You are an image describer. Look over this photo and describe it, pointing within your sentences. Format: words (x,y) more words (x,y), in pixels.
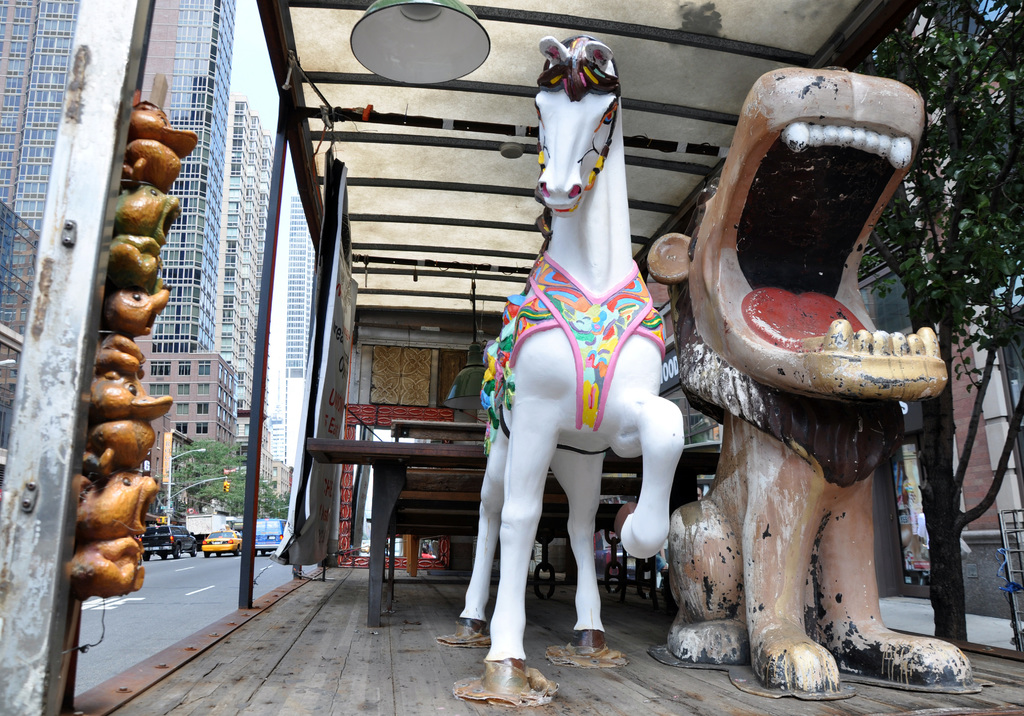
In this image we can see statues (756,660) placed on the wooden surface (315,622). Behind the statues (739,613) we can see electric lights (419,33) hanging from the rods (350,116) and some decors (150,303) attached to the rod (98,331). In the background (292,395) we can see buildings (211,278), street poles (182,453), street lights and motor vehicles (227,519) on the road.
